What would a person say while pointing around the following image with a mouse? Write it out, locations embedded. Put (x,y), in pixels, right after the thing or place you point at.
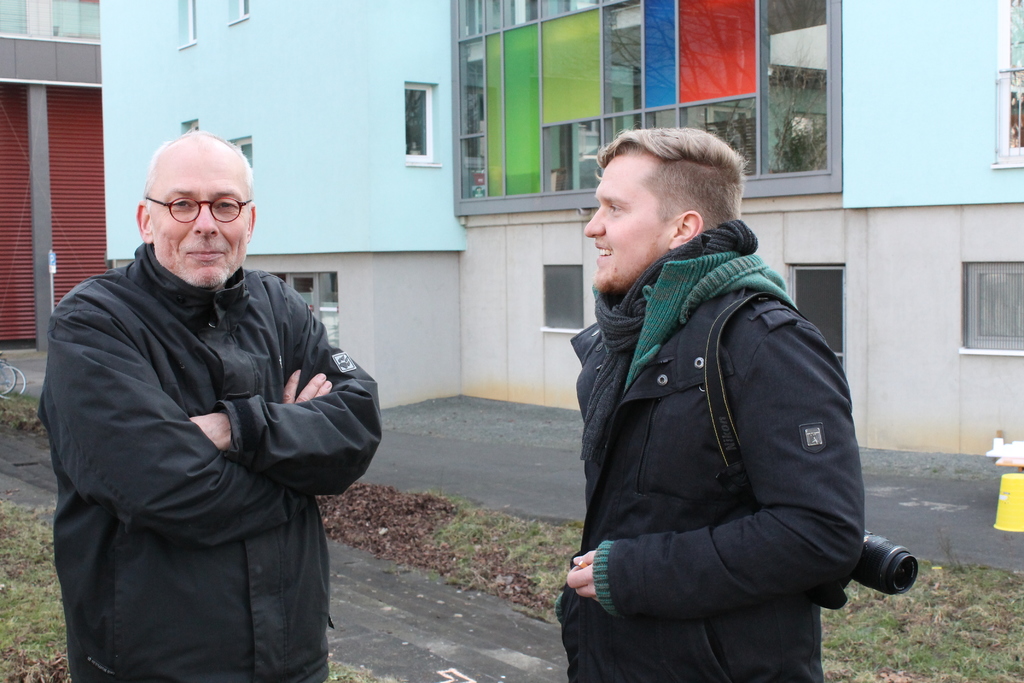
There are two men (359,425) standing and smiling and this man (622,334) wore camera (842,585). In the background (81,141) we can see buildings (81,141), wall (227,49) and glass windows (741,89).
